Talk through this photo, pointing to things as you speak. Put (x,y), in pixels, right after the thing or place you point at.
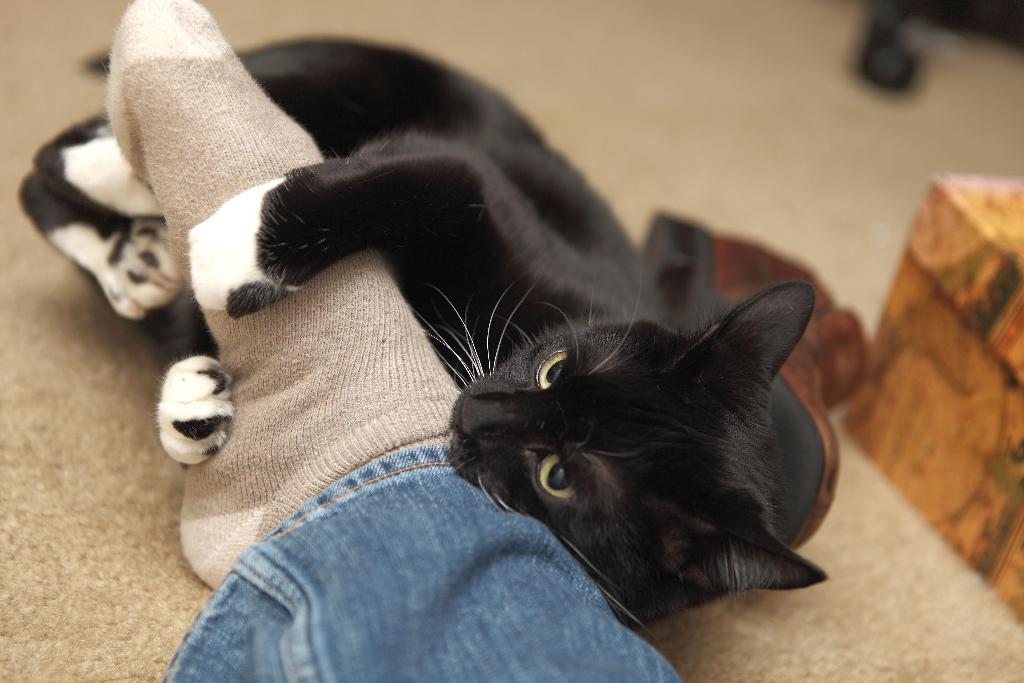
In this picture I can observe black color cat (418,203) lying on the floor (19,373). Beside the cat (291,274) I can observe human leg (321,374). The background (621,47) is blurred.
